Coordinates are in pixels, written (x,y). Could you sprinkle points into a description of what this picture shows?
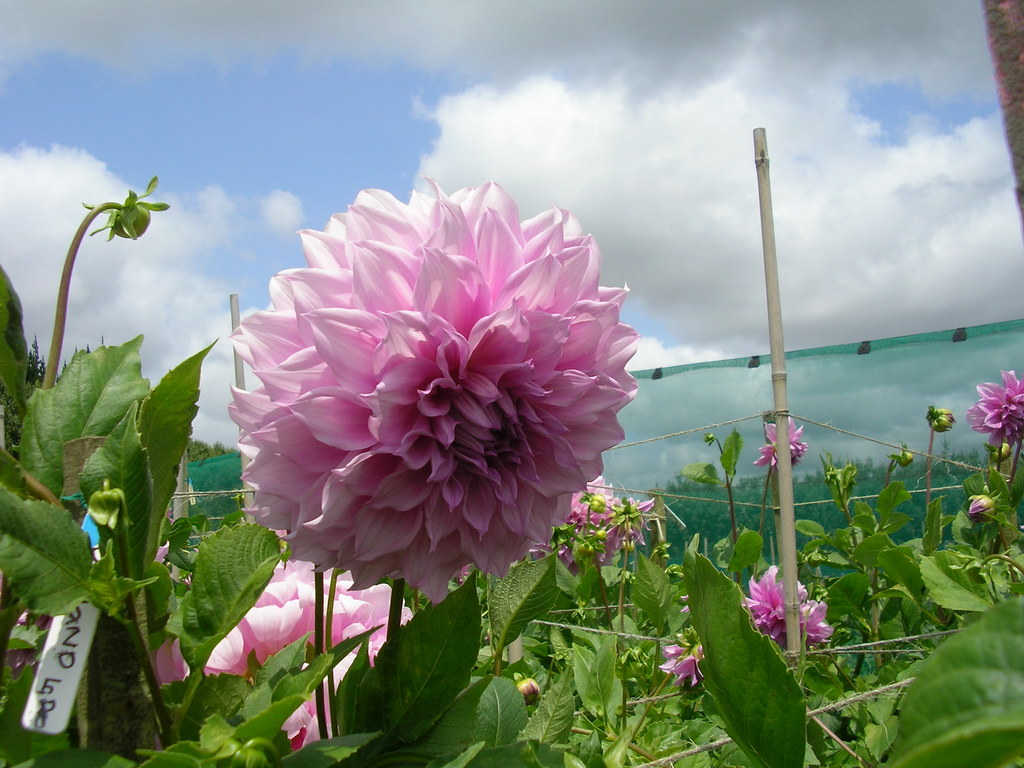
In this picture I can see there is a flower (529,474) and there are some plants (603,672) here and the flower (600,413) has some pink petals (597,431) and in the backdrop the sky (626,207) is cloudy.
